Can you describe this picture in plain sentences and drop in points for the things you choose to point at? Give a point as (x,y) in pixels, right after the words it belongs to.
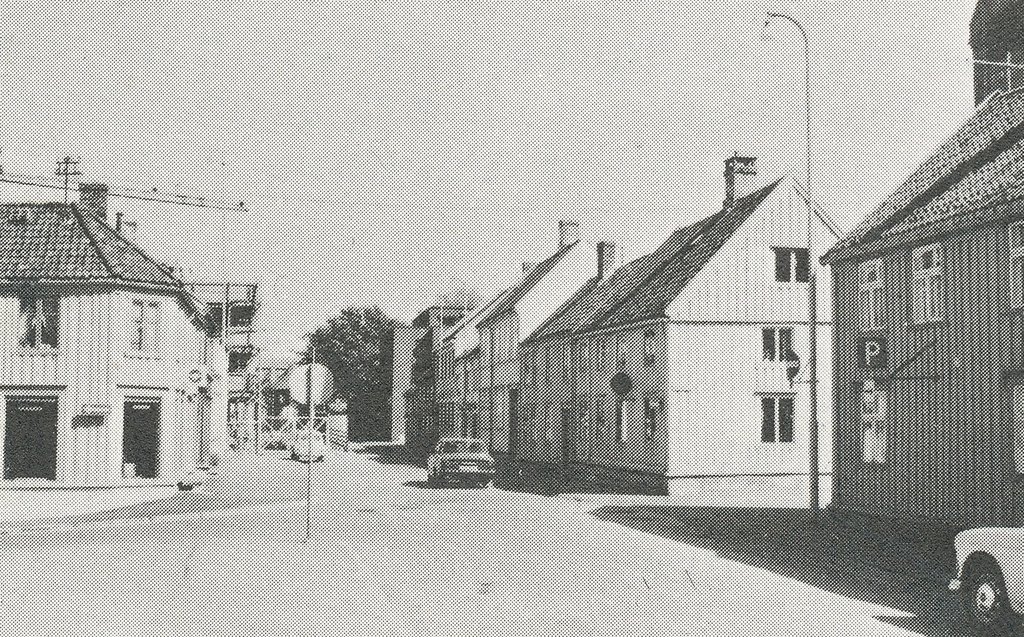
This is a black and white image and it is an outside view. Here I can see three cars (464,458) on the road (357,565). On both sides of the road (261,550) there are some buildings (539,383). In the background (372,354) there is a tree (339,343). On the right side (808,91), I can see a street light (813,407) which is placed beside the road (754,538). On the top of the image (387,100) I can see the sky (347,69).
